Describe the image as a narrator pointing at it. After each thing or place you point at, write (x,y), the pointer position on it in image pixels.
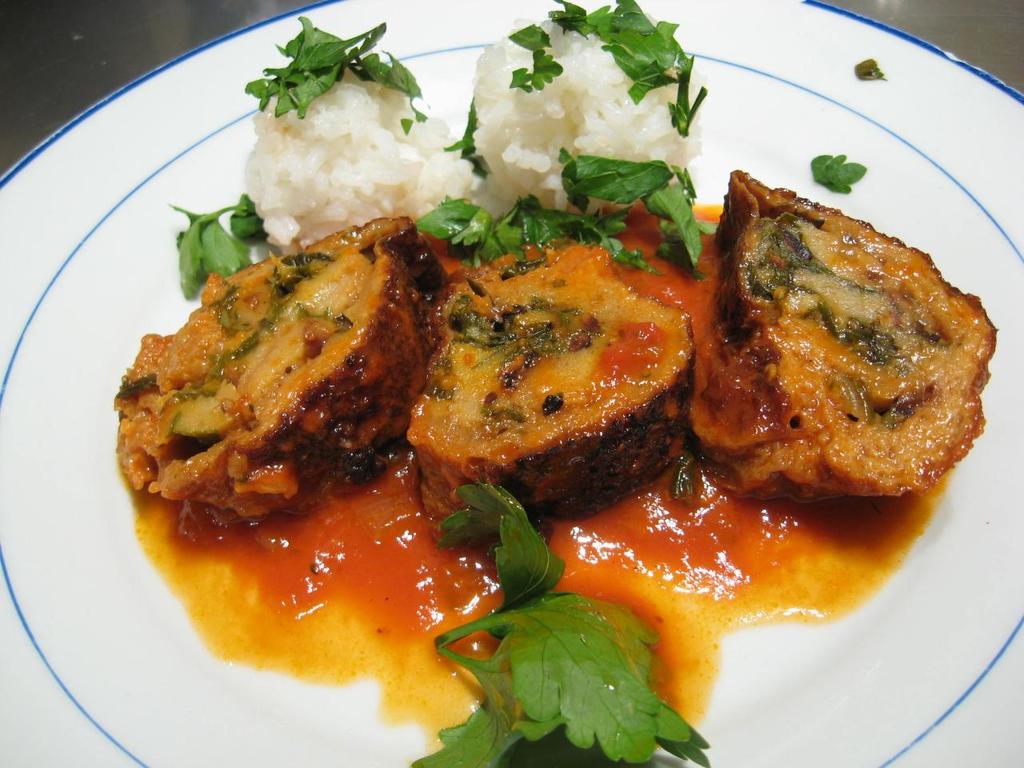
In the image I can see food items (537,398) and green color leaves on a white color plate (29,515).
